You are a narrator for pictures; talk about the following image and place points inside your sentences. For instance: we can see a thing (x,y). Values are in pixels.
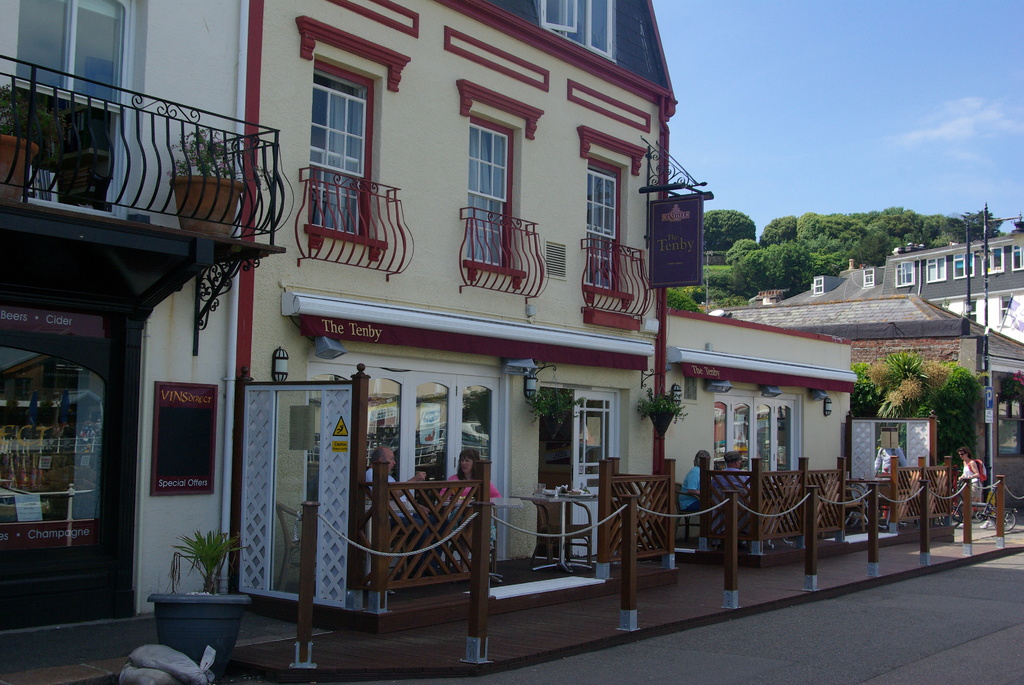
In this image there are buildings (400,359) and there are few plant pots (195,205) on the balcony (101,206) of a building (252,219) and there are a few people (883,462) sitting on the chairs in front of the table (501,503) and there is a fence (629,511). In the background (750,259) there are trees (829,246) and the sky (827,124).
